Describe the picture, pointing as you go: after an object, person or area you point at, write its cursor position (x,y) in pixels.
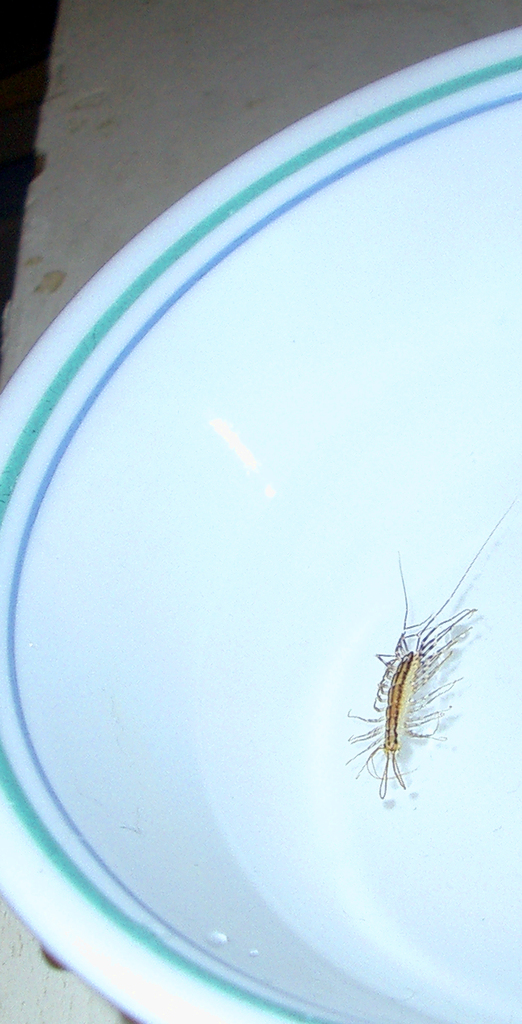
In this image there is an insect (392,679) in the water (347,632), in the bowl (345,215).
